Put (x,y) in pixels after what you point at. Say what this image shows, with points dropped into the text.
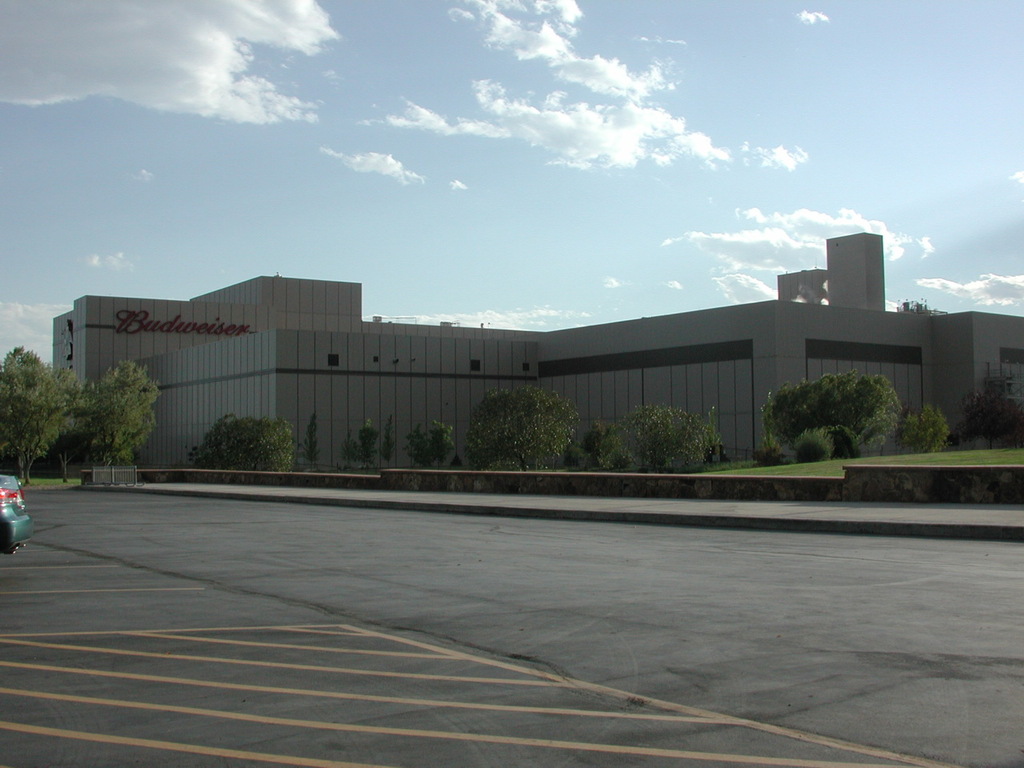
In this image we can see a building (517,359) with some text (234,334) on it. In the foreground (23,514) we can see a group of trees (73,419) and a car (24,528) parked in a parking lot (85,556). In the background (655,151), we can see the cloudy sky (612,163).
